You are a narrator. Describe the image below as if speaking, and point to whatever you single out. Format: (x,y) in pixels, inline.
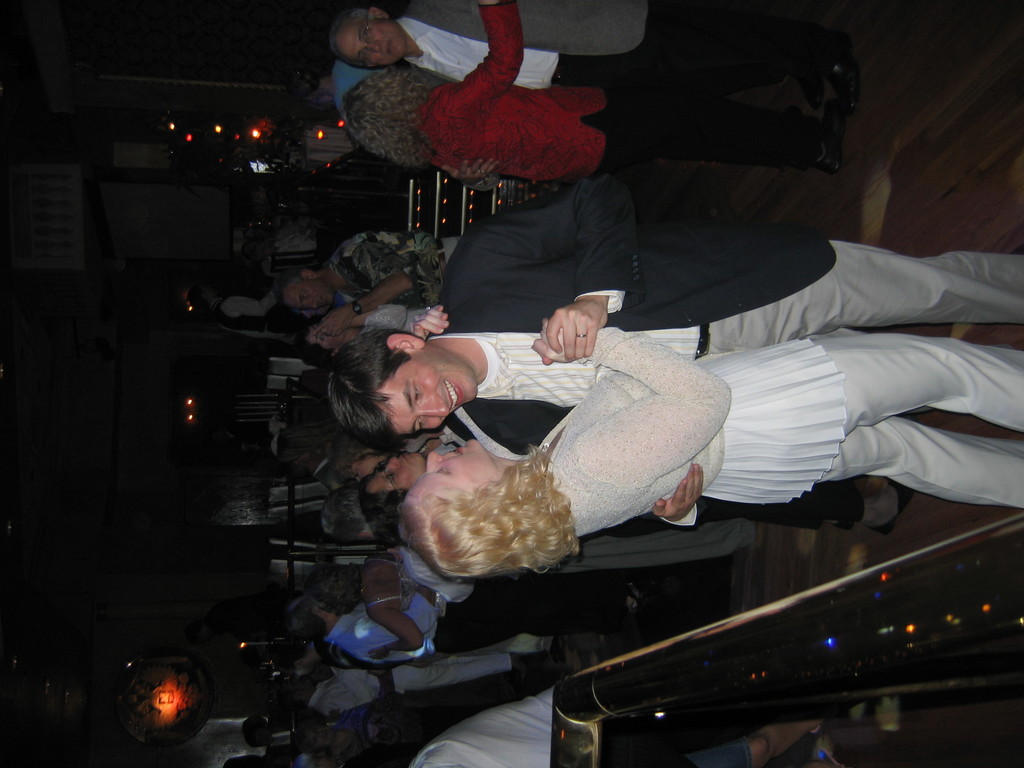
It looks like some club (250,681), there are many couples (455,468) dancing with each other and behind them there are many people (250,313) and in the background (135,704) there are few lights (138,711).
